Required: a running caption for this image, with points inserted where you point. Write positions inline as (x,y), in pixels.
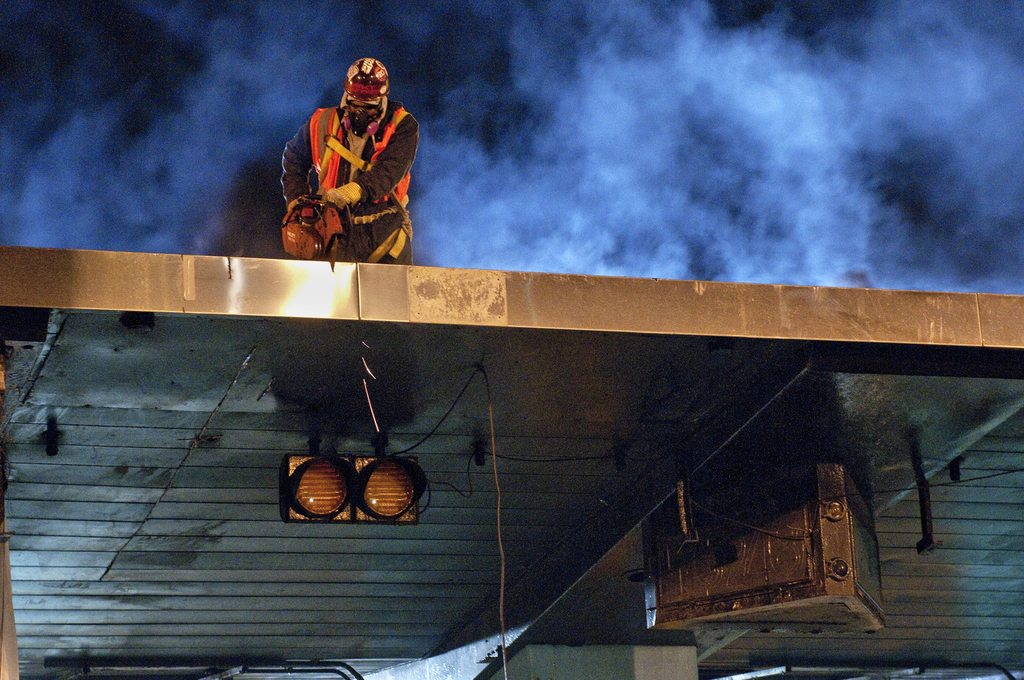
In this picture there is a person (338,169) standing on the roof (370,310) holding an object (337,211) in his hand (348,202) and there are objects (777,549), there is a light (342,495) and in the background (537,116) there is smoke (697,136).
